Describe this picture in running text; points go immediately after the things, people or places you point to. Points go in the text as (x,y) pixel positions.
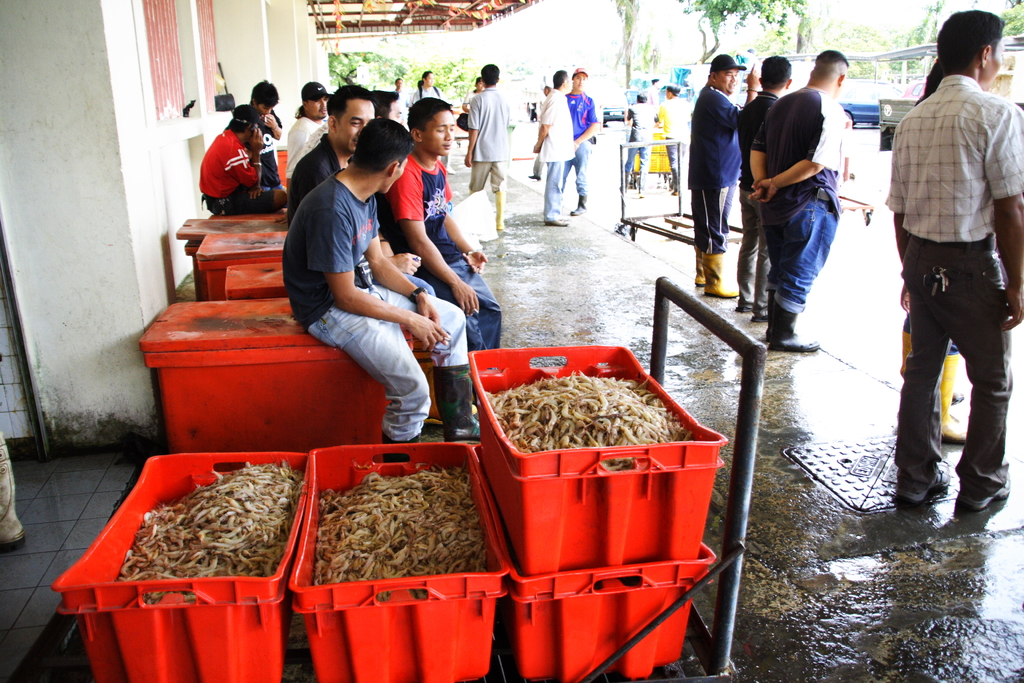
There are few people (556,137) standing and few people (441,192) sitting. I can see the prawns (396,520), which are in the red baskets (307,604). This looks like a building (146,125). In the background (756,31), I can see a tree (717,17). I think these are the vehicles (873,106).
